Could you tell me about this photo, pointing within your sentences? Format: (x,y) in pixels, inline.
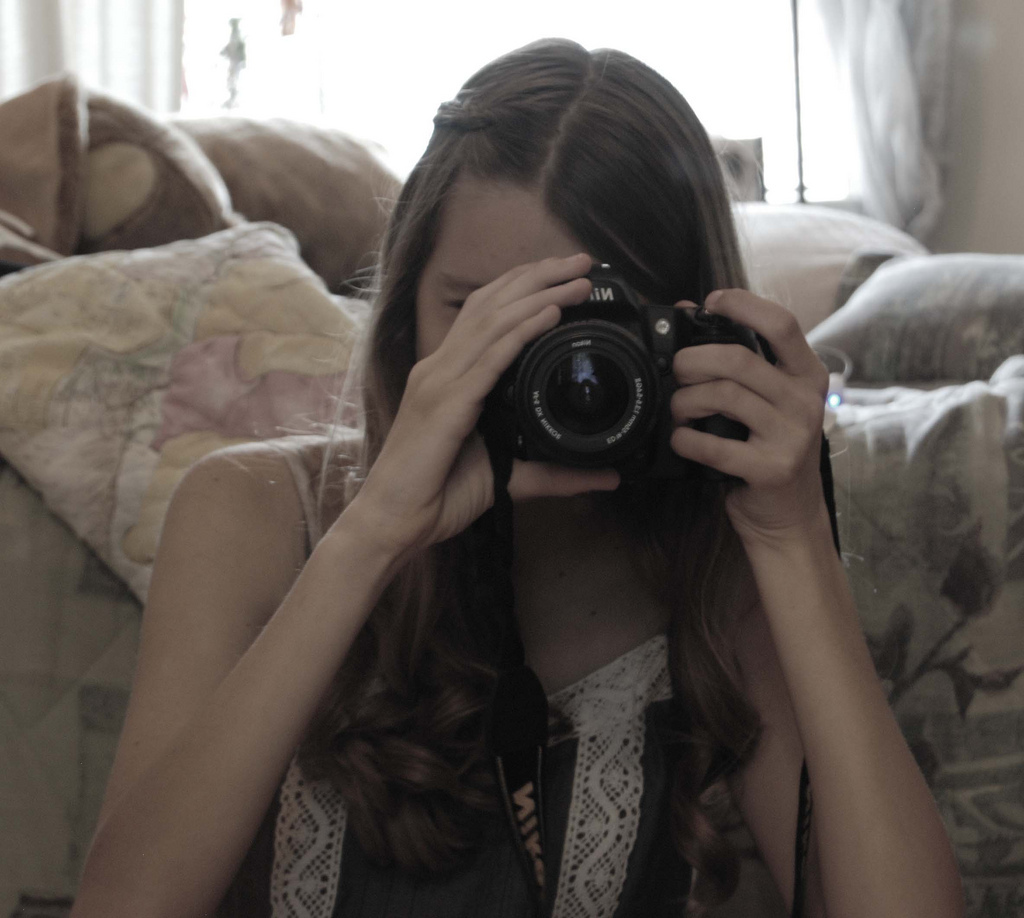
In this image I see a girl (780,859) who is holding the camera (501,533). In the background (23,721) I see the bed (68,697).
